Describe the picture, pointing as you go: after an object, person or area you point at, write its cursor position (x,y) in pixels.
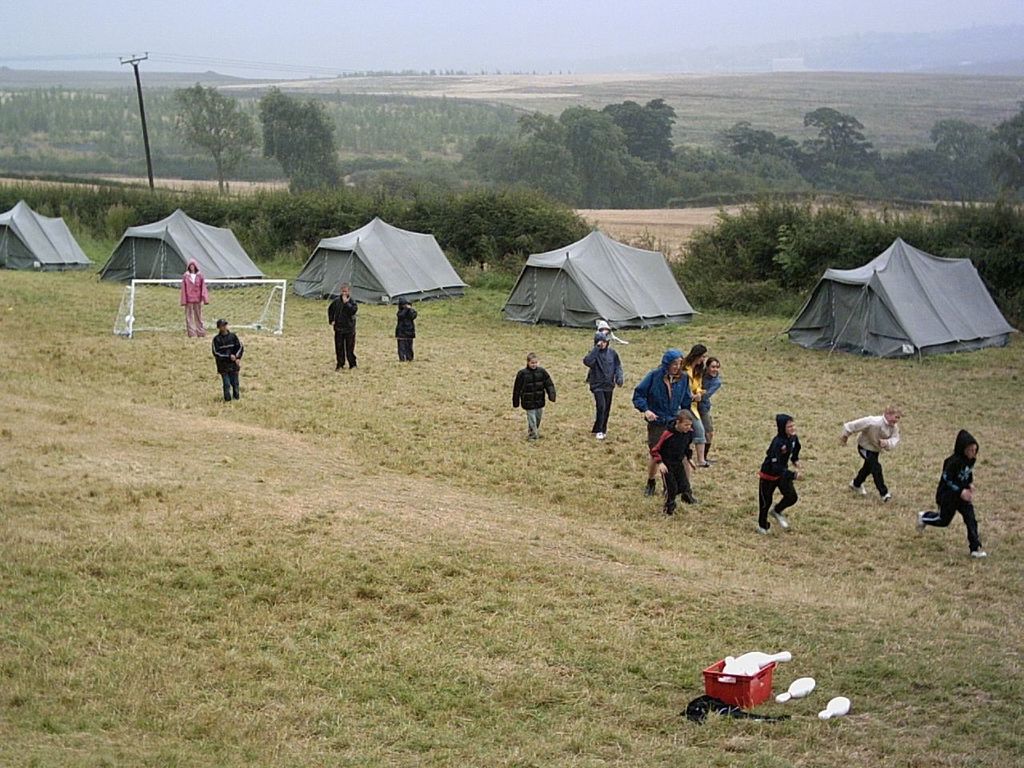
In this image in the middle (650,493) there are many people (197,267) and also there are some tent house (251,263) and in the background (544,38) there is a sky (596,54).
